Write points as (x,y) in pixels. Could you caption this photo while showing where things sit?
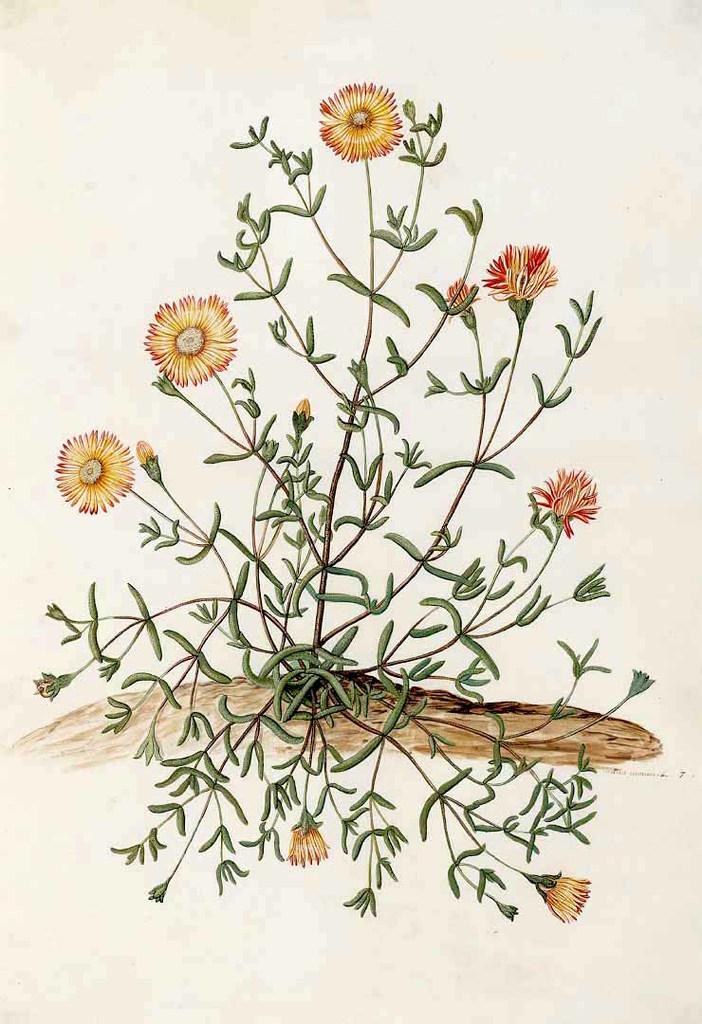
In this picture I can see a printed image (504,262) of a plant (314,473) with flowers (469,317) and I can see a white color background (233,25).
